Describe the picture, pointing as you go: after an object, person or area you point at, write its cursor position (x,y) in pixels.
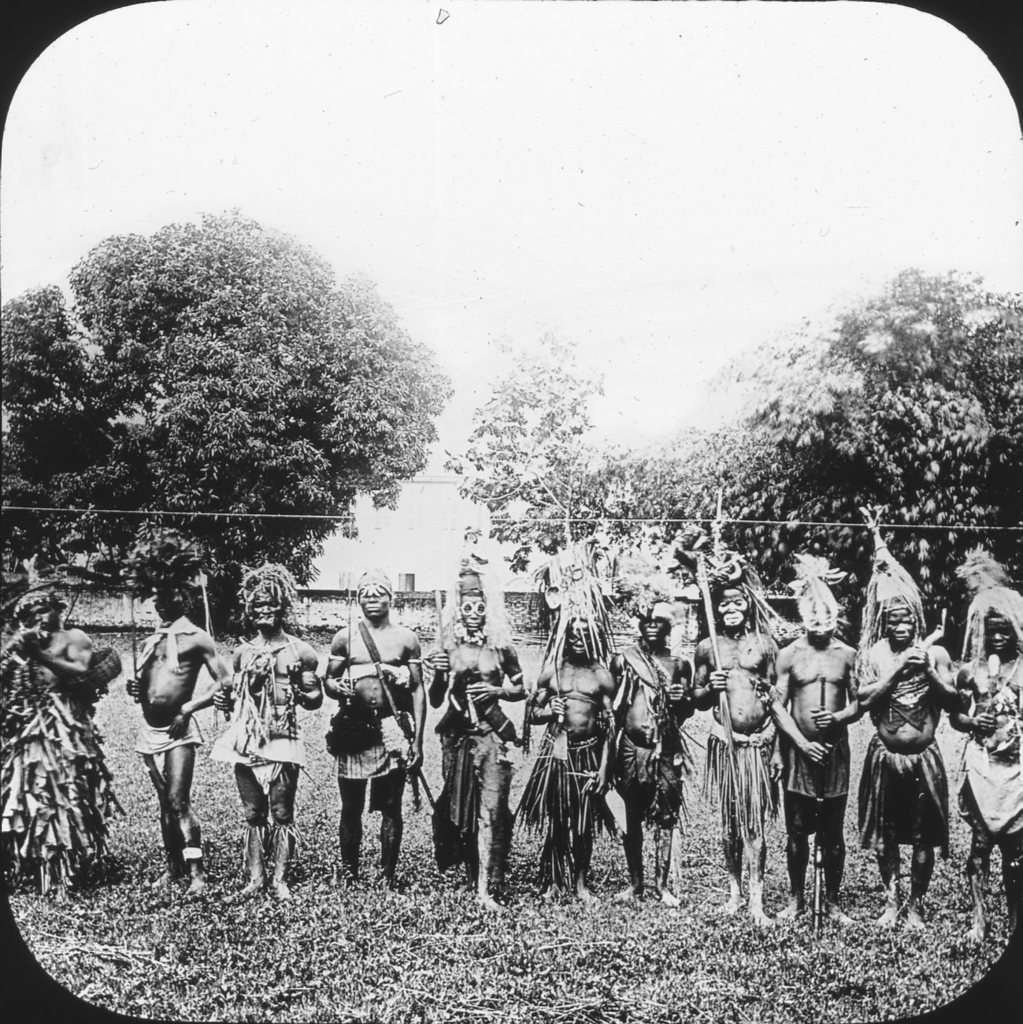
This is a black and white image, there are few people (256,708) in tribal attire (502,734) standing on grassland (715,853) and behind them there are trees (346,443).
